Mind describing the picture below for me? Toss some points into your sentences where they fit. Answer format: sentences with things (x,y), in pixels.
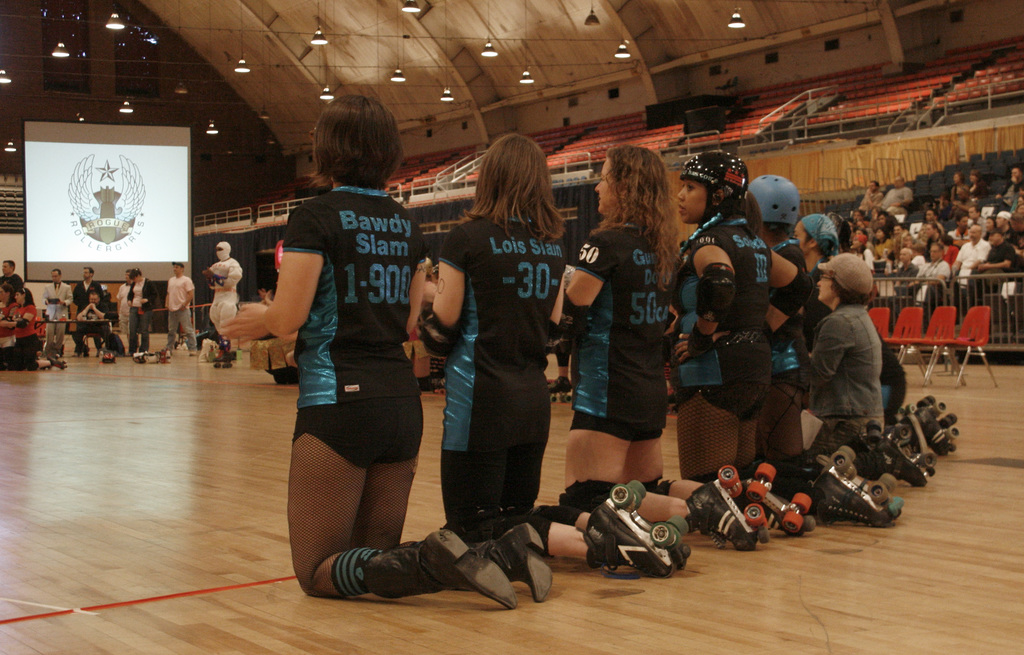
In the picture I can see few persons (730,345) wearing skates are crouching and there are few persons (136,303) and a projected image (93,210) in front of them and there are few audience (958,235) in the right corner (902,201) and there are few lights (240,71) attached to the roof (216,36) above them.
